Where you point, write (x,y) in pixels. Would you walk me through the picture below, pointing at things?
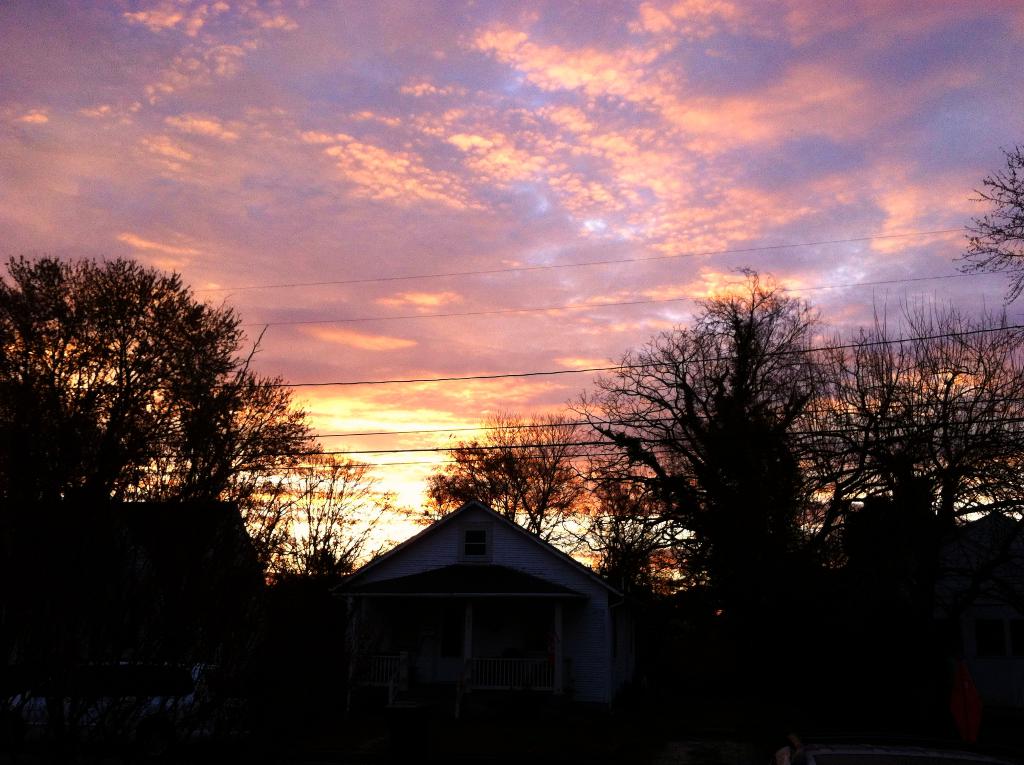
In this image I can see a house (436,658). On the left (130,473) and right side (751,498), I can see the trees (709,505). I can also see it looks like the wires (433,378). In the background (485,312), I can see the clouds (467,169) in the sky (377,160).
